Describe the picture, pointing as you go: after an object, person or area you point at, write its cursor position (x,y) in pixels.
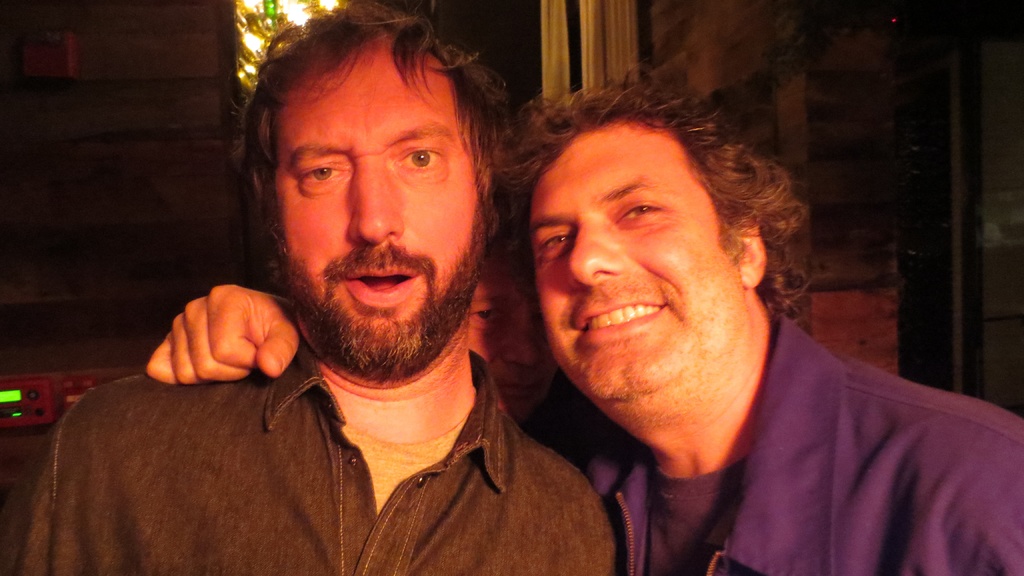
This picture consists of two person (379,361), in the background (210,60) light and the wall (806,61) visible, in between two persons (555,275) I can see another person (494,337), on the left side (19,377) there is a machine (18,402).
